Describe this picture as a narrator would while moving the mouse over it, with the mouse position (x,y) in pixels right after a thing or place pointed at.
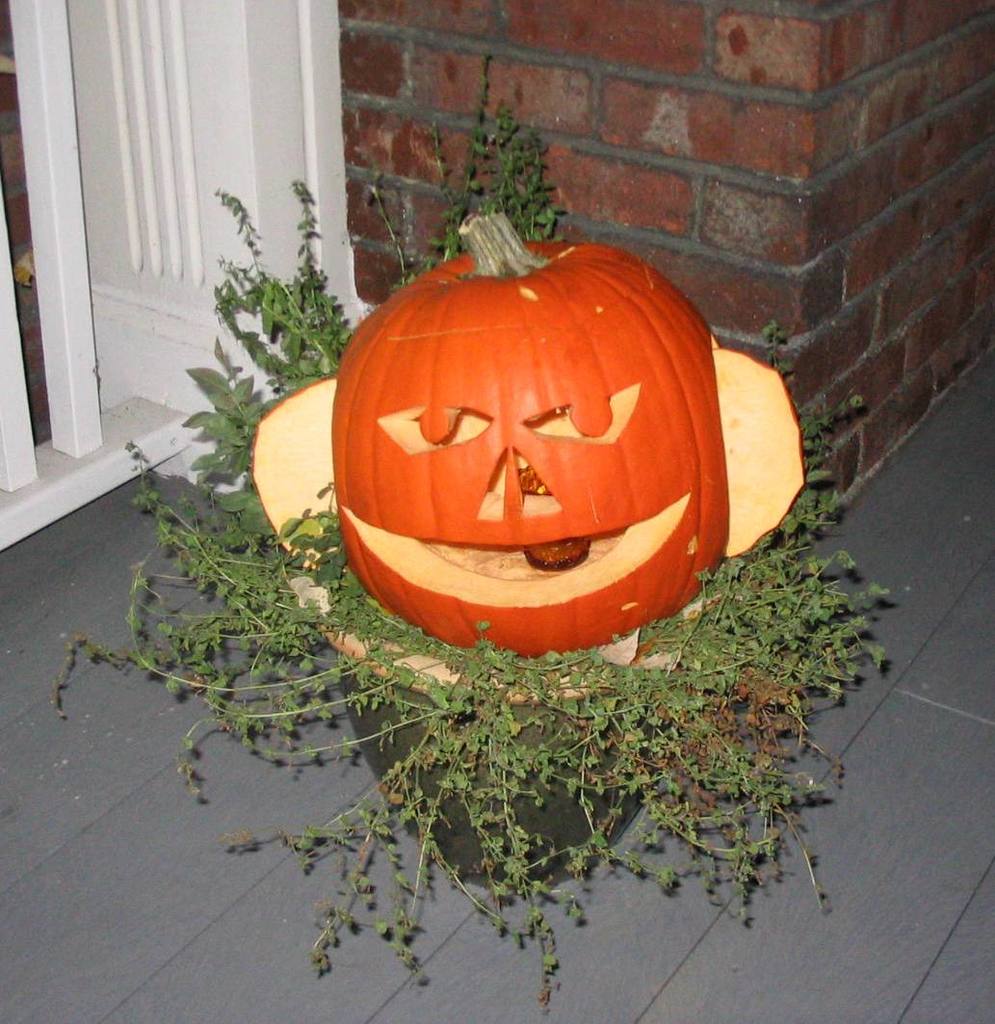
In this picture I can see a fruit (445,558) placed on the potted plant (457,741), behind there is a brick wall (618,168).
